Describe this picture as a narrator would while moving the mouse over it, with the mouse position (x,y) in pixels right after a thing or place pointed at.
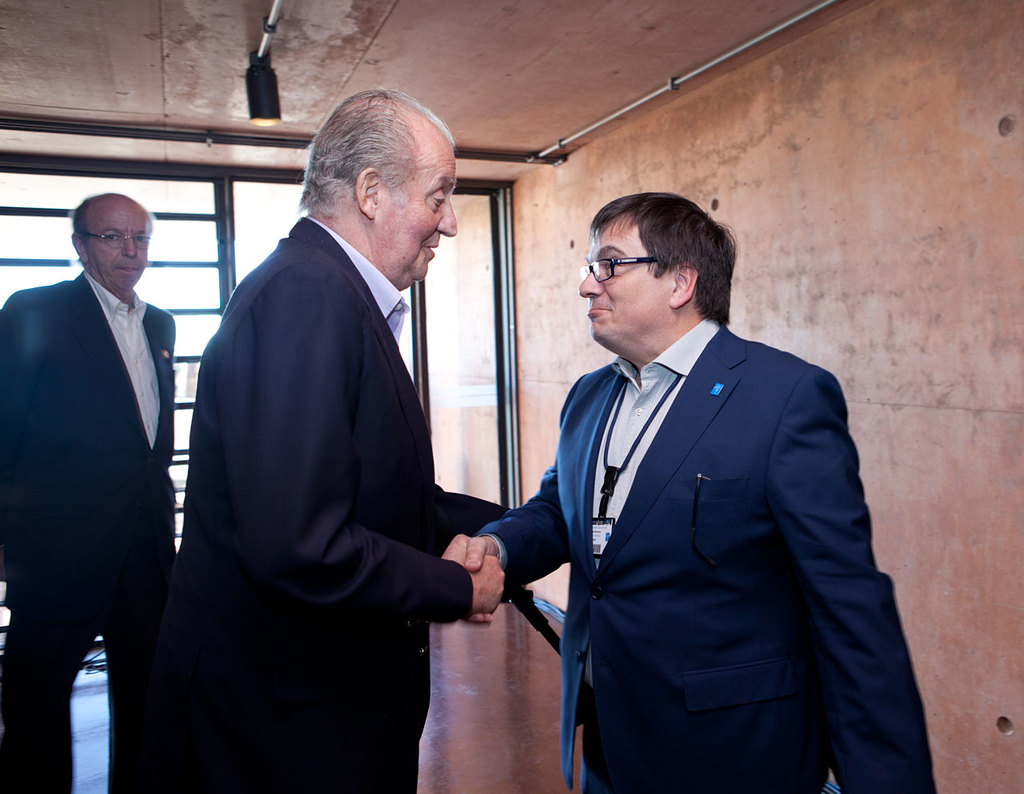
In the foreground of this image (384,587), there are two men (692,606) shaking hands (485,578). On the left (63,522), there is another man (37,454) standing. In the background (829,183), there is wall (876,191), floor (500,651) and the glass (195,276).
